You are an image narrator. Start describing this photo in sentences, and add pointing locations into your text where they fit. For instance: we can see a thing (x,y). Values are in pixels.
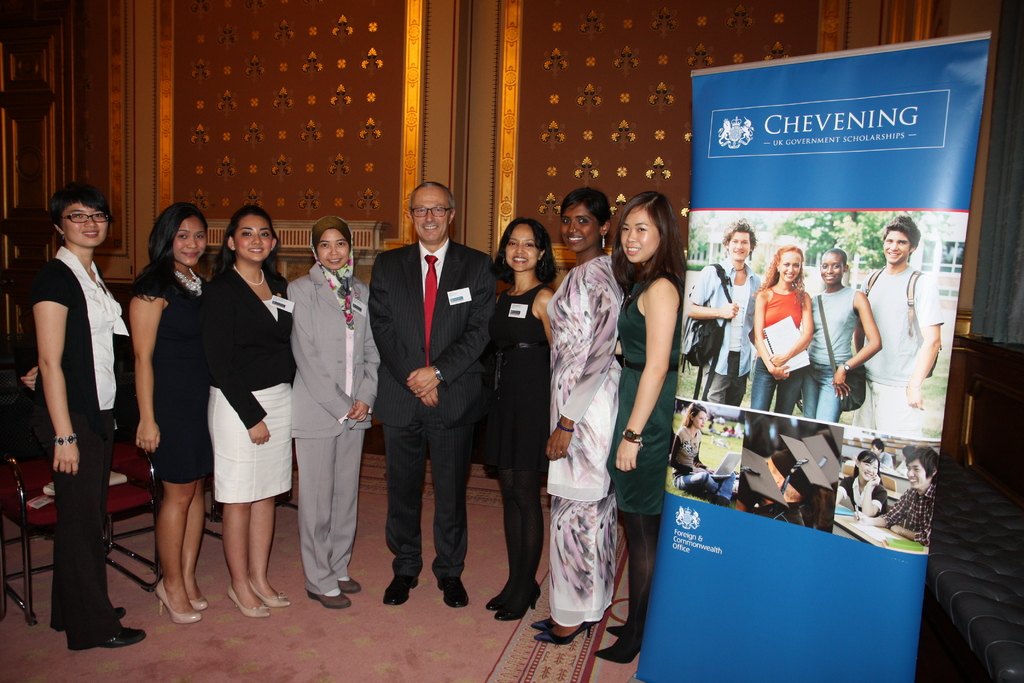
In the image we can see there are many people (99,353) standing, they are wearing clothes (277,349) and some of them are wearing shoes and spectacles (101,220), and they are smiling. Here we can see the banner (799,250) and text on it. We can even see there are chairs (29,496) and here we can see the carpet (271,576).
